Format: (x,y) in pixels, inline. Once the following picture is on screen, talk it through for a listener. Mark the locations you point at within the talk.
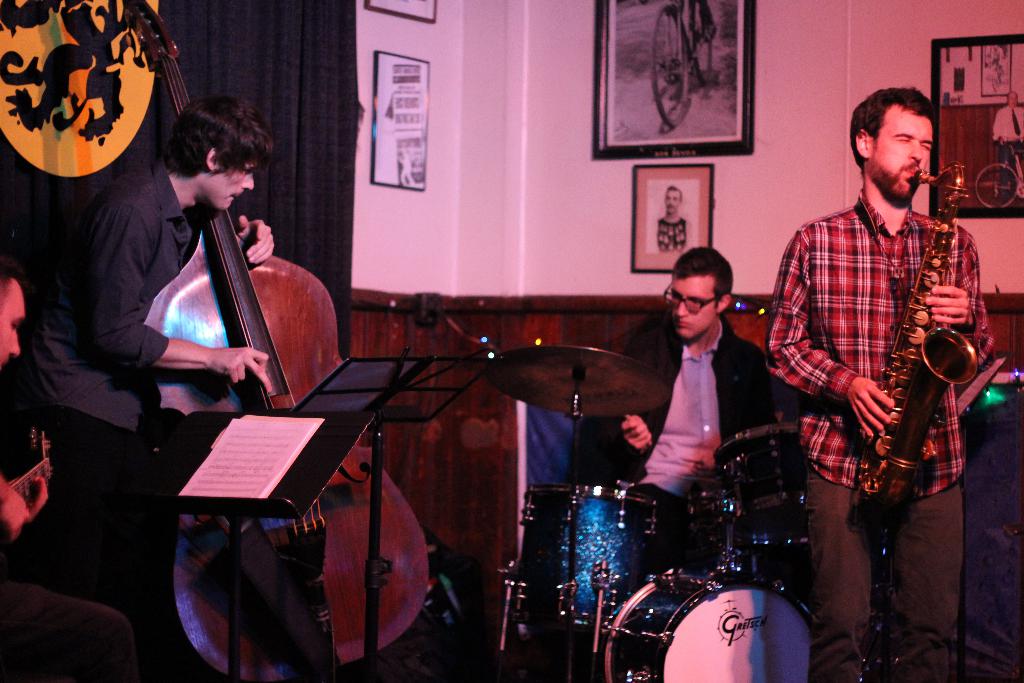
In this image, there is an inside view of a room (289,138). There are four persons (150,293) wearing colorful clothes (848,296). There is a person (175,225) on the left side of the image (177,244) standing and playing a musical instrument (195,250). There is a person (865,299) on the right side of the image (867,325) standing and playing a saxophone (948,349). There is a person (701,315) in the center of the image (663,411) playing musical drums (627,404). There are some photo frames (619,90) at the top of this image (410,131).
